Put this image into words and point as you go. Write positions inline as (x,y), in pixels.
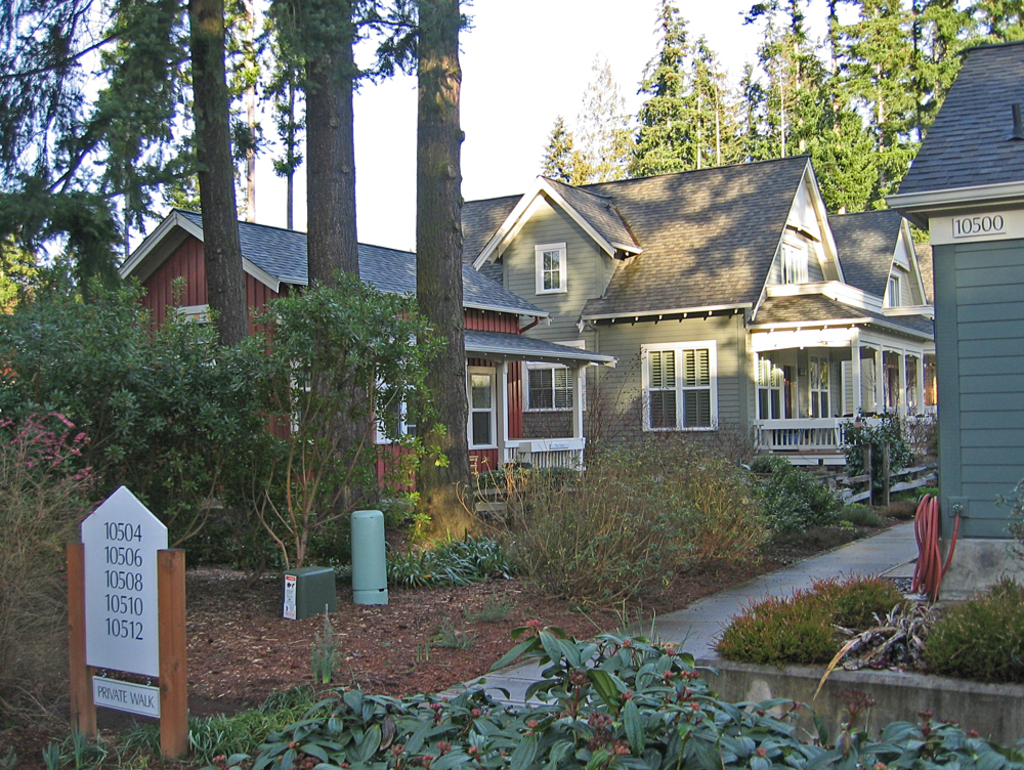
In this image in the center (508,347) there are some houses (554,295), trees (76,348), plants (858,586) and there is some grass (460,634) and walkway (832,563) and there is a pipe (932,547) and some objects (355,557). On the left side (152,618) there is a board (122,571) and at the top (540,139) there is sky (579,105), and there are some poles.
